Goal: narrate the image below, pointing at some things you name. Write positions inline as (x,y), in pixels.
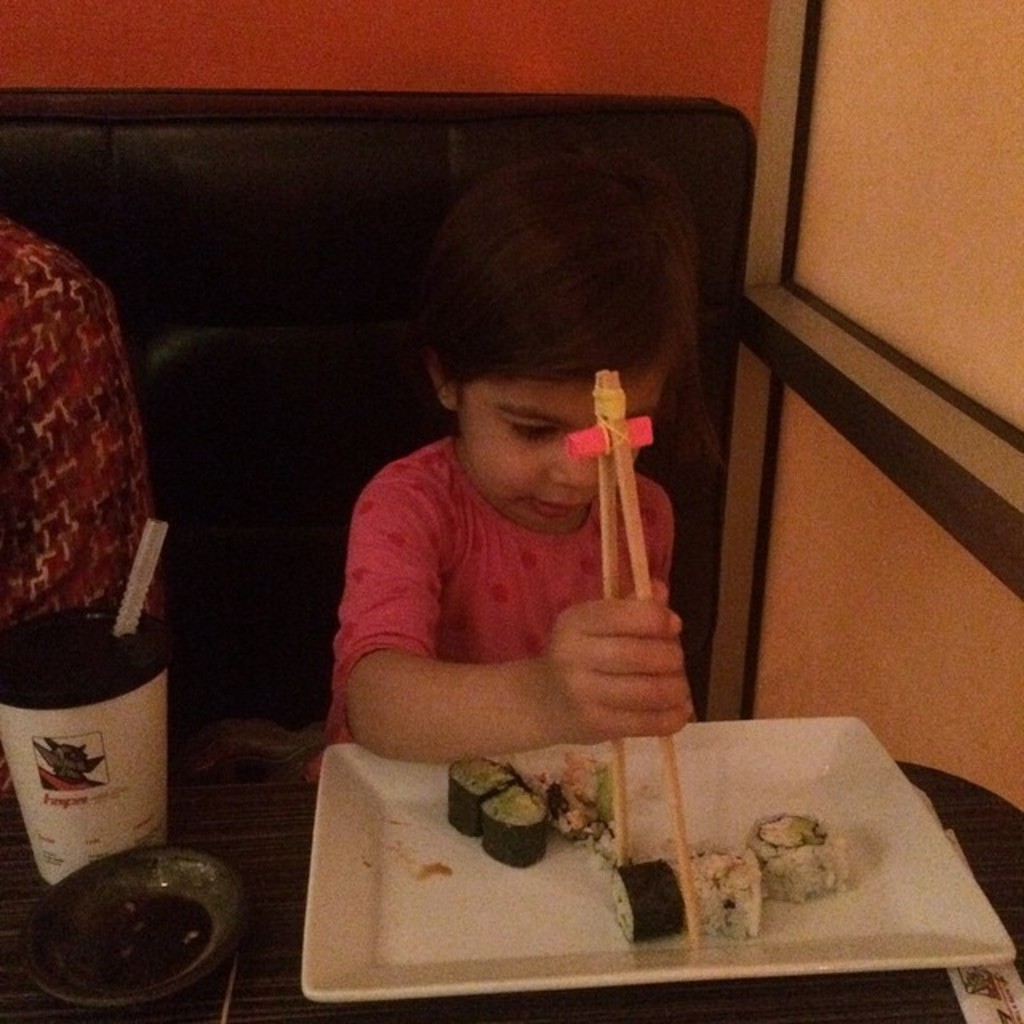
In this image there is one baby (560,469) who is sitting and she is holding chopsticks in front of her there is one table (223,817) and on that table (209,826) there is one plate (578,906) and beside that plate (753,943) there is one bowl (123,902) and cup (143,762) is there and on the plate (632,849) there is some food (716,896) and beside the baby (436,558) there is one person (58,433) who is sitting, on the top (121,53) there is wall (491,43). On the right side (919,276) there is door (903,403).
